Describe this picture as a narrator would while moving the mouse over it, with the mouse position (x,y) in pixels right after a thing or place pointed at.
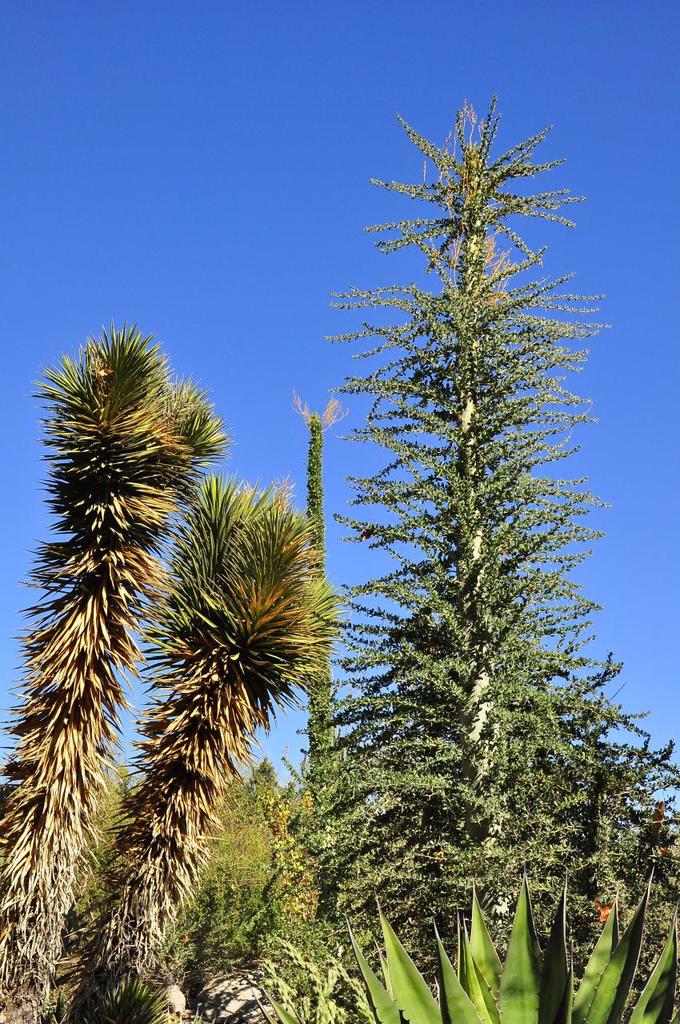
At the bottom of this image (302,866), there are plants (265,789) and trees (453,916). In the background (624,296), there is the blue sky (84,14).
